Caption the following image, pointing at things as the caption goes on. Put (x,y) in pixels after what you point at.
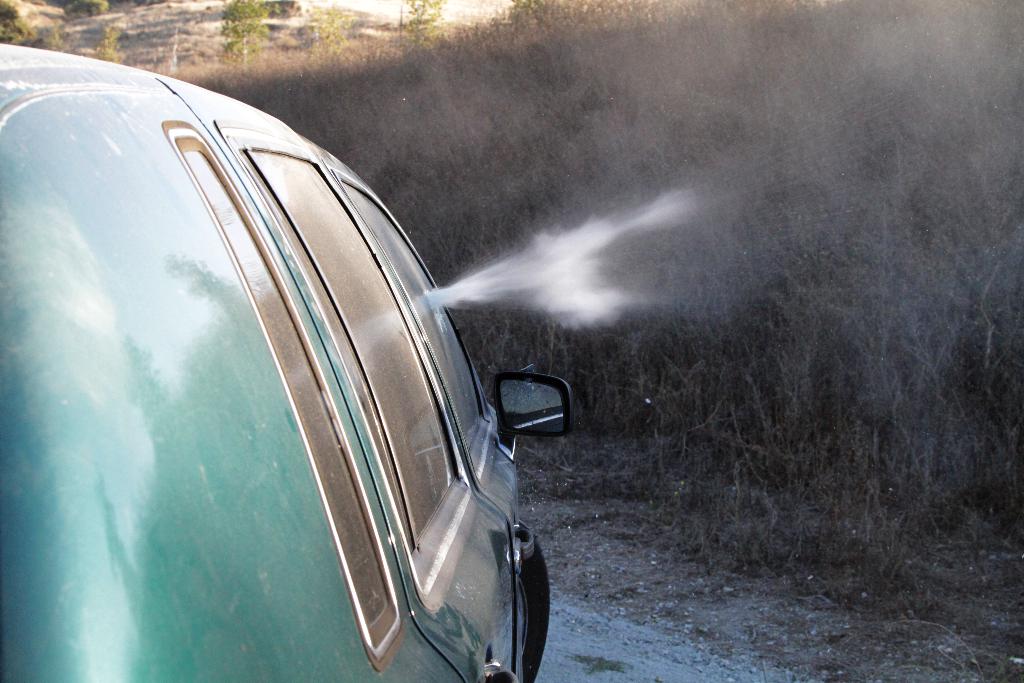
In this image there is a car (287,560) on the ground (651,625). There are glass windows (444,371) and a mirror (521,404) to the car (483,430). Behind the car (455,524) there are plants (351,80) on the ground (221,10).
